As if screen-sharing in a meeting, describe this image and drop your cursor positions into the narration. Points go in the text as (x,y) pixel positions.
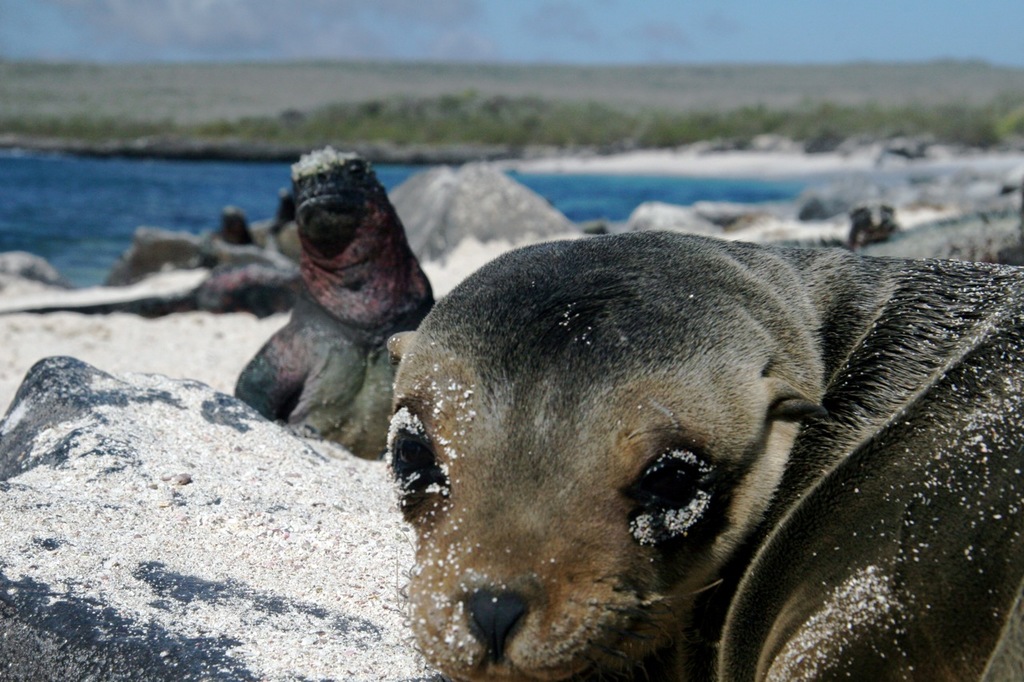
In the picture I can see animals (504,402) sitting on the ground (298,514). In the background (248,45) I can see the water (169,212), rocks (723,209) and the sky (516,18). The background of the image (444,130) is blurred.
